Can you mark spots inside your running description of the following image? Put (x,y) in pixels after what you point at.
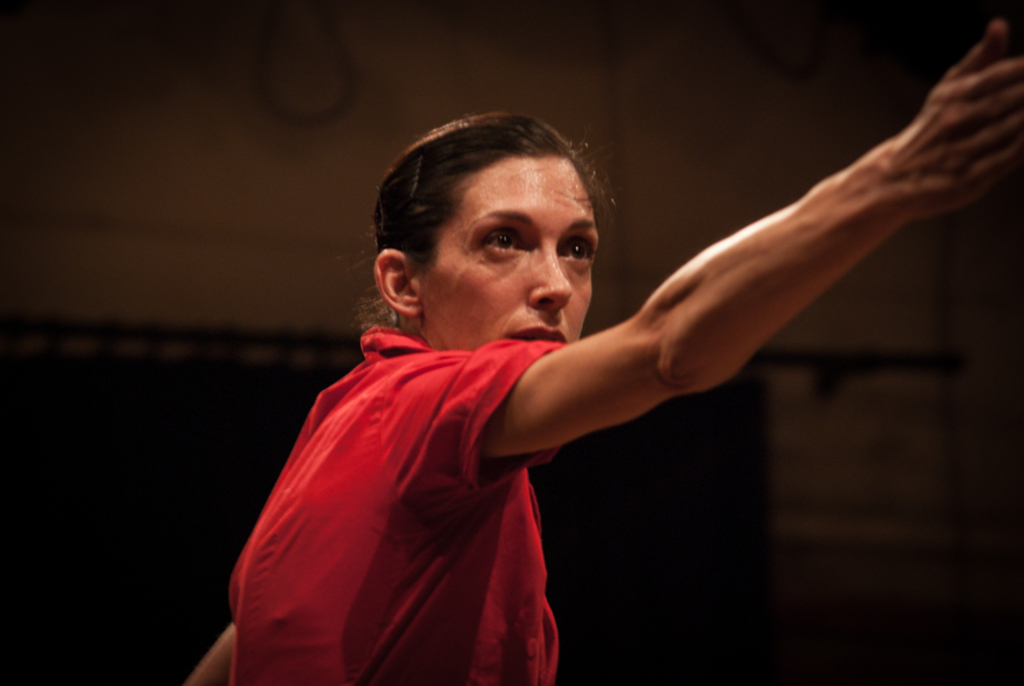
Background (779,151) portion of the picture is dark. In this picture we can see a woman (430,179) stretching her hand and wearing a red dress (380,493).
